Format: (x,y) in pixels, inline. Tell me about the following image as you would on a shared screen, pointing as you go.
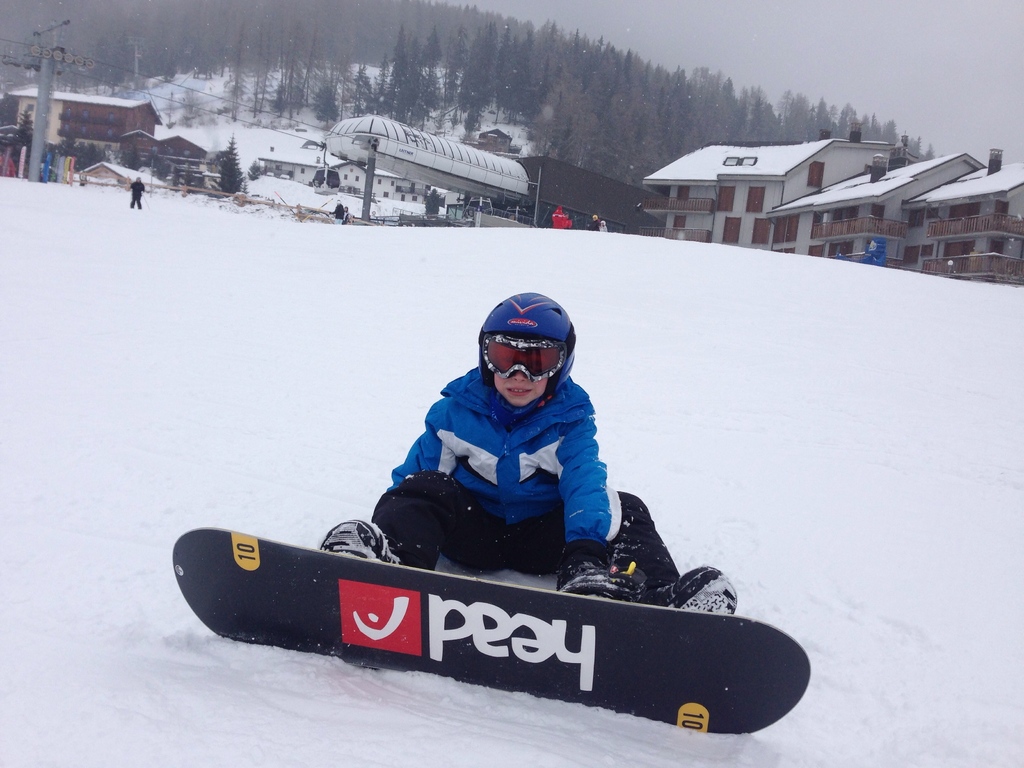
In this image we can see a person (536,414) wearing blue jacket (551,461) with helmet (501,328) and goggles (526,357) is wearing a snowboard (601,626) on his legs (624,552). In the background (424,185), we can see group of buildings (408,185), trees (244,187), poles (40,148) and sky (859,72).
